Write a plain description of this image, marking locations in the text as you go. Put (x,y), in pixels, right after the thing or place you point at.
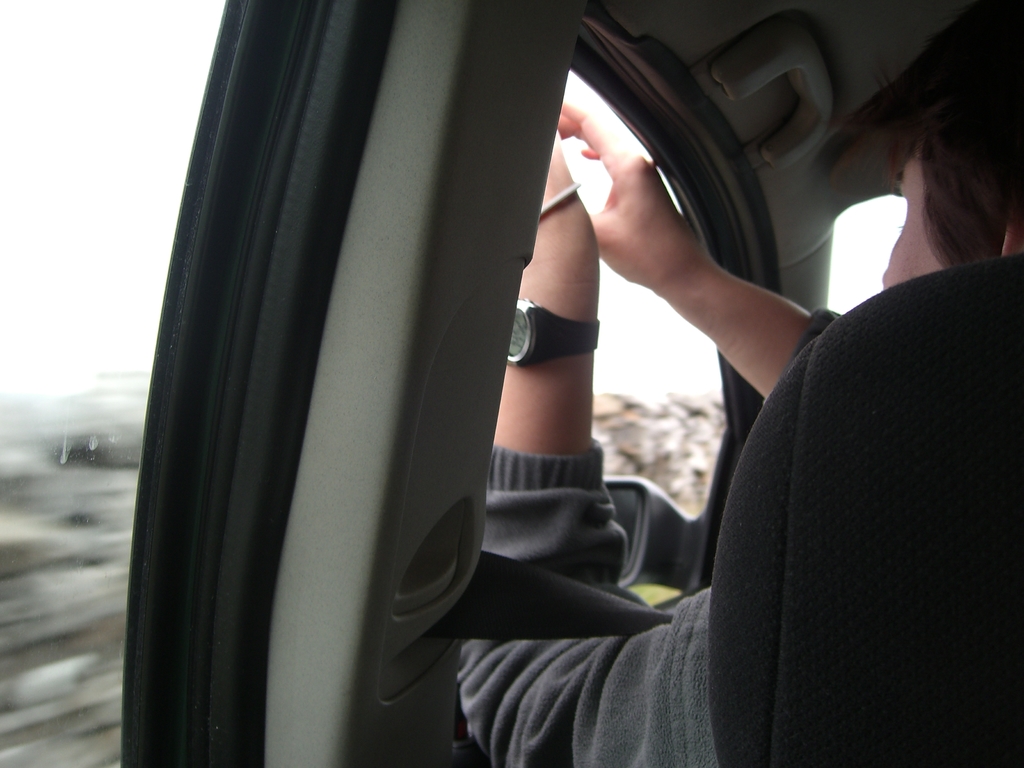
In the image we can see there is a person (909,90) sitting in the vehicle (758,554) and there is a seat belt (555,598) tied to the person (695,619). The person (705,641) is wearing wrist watch (535,349).
